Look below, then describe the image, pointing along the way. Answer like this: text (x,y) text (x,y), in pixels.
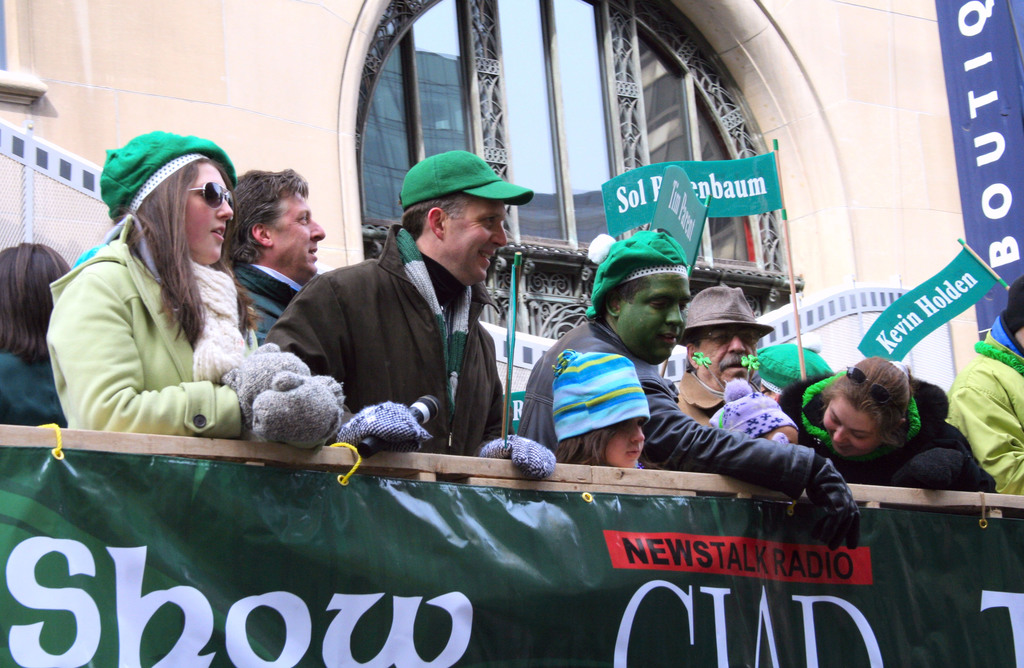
In this image I can see there are few people (494,380) standing here and they are wearing green color caps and there is a banner (596,579) and in the backdrop (760,100) there is a building (443,112).
